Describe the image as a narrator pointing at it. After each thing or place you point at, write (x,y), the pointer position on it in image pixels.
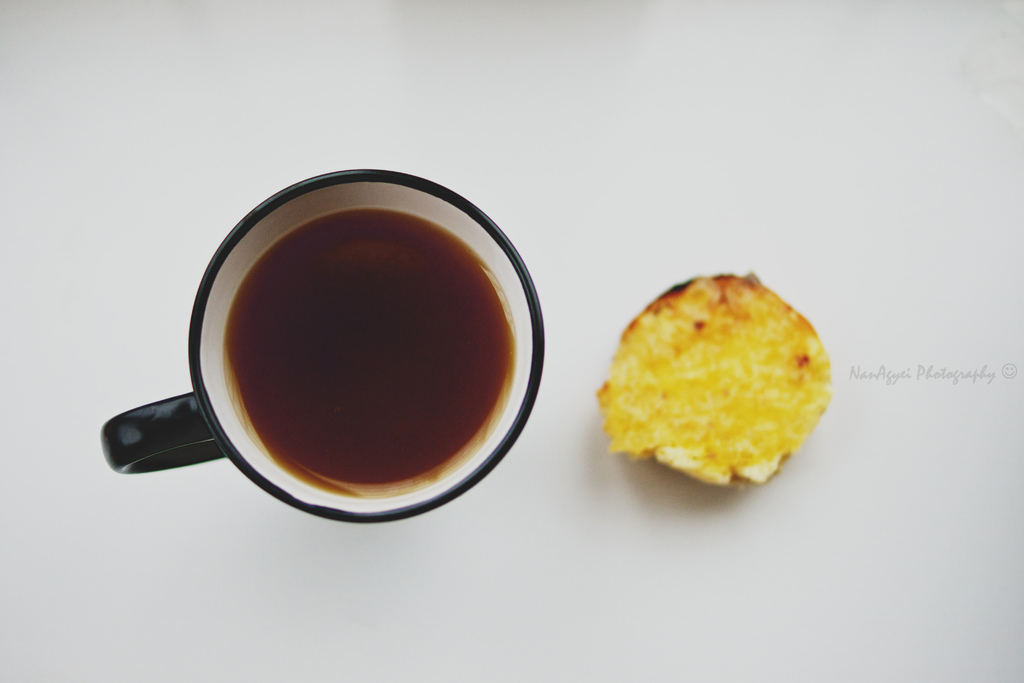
There is a white surface (384,107). On that there is a cup (419,496) with brown color liquid (388,334). Also there is a yellow color food item (722,390).
